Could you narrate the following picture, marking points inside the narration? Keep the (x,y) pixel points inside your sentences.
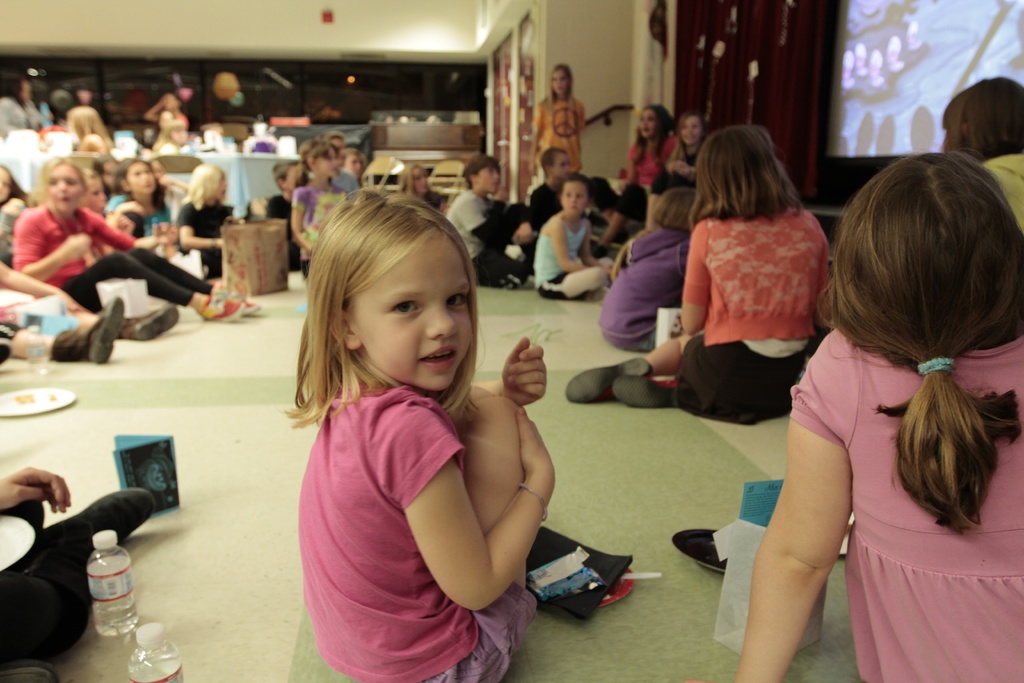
In this image we can see some group of kids (413,280) and persons (358,262) sitting on the floor (176,619) having some food items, there are some water bottles (160,658), plates (684,551) and some objects (249,265) on the floor (99,425) and in the background of the image (234,159) there are some tables (255,155), chairs (439,177) and on right side of the image (837,79) there is projector screen (892,73) and a wall (578,47).
